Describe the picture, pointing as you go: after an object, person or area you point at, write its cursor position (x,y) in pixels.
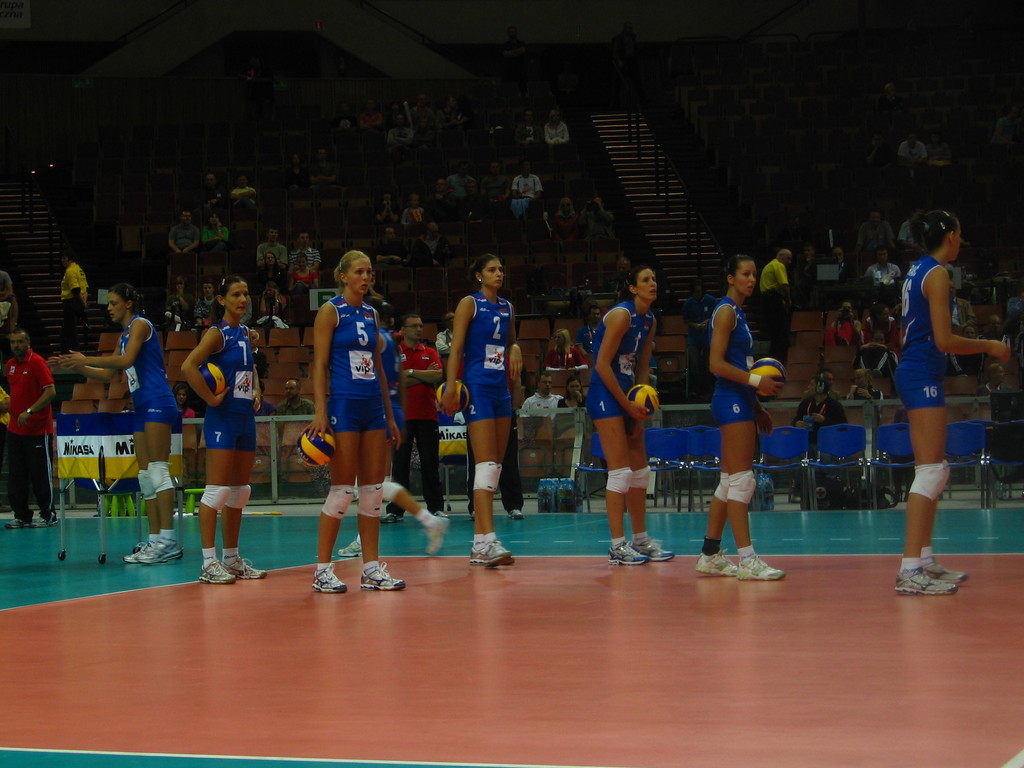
In the picture we can see some women players (934,324) are standing on the floor (610,641) holding a volleyball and wearing a blue sports wear (919,324) and in the background (554,414), we can see chairs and the audience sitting on it and we can see some steps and railing (860,408) near it.
